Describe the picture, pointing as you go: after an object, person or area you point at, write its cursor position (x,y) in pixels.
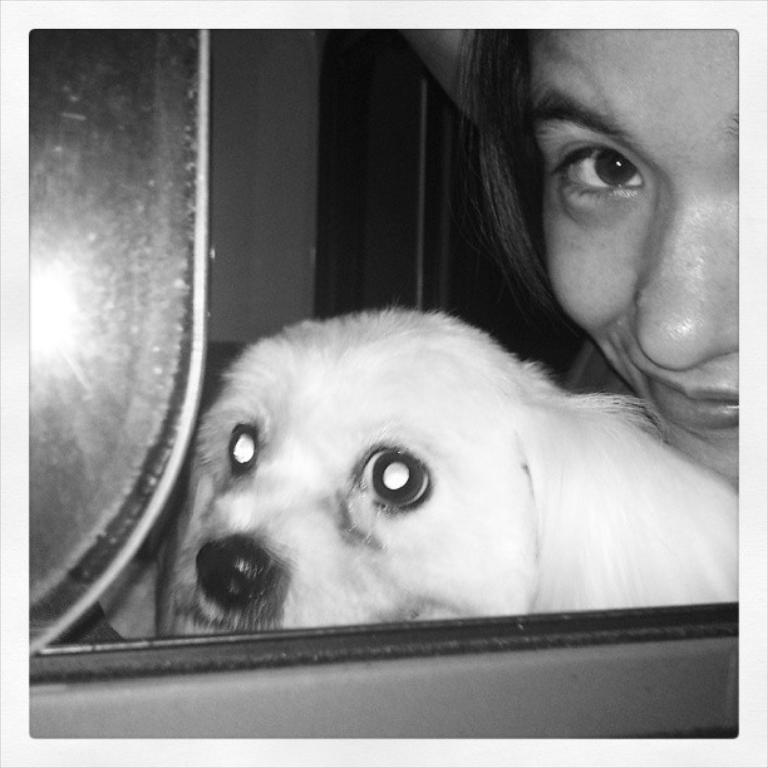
It is a black and white picture there is a dog (510,448) and a truncated face (535,59) of a woman (463,106).
